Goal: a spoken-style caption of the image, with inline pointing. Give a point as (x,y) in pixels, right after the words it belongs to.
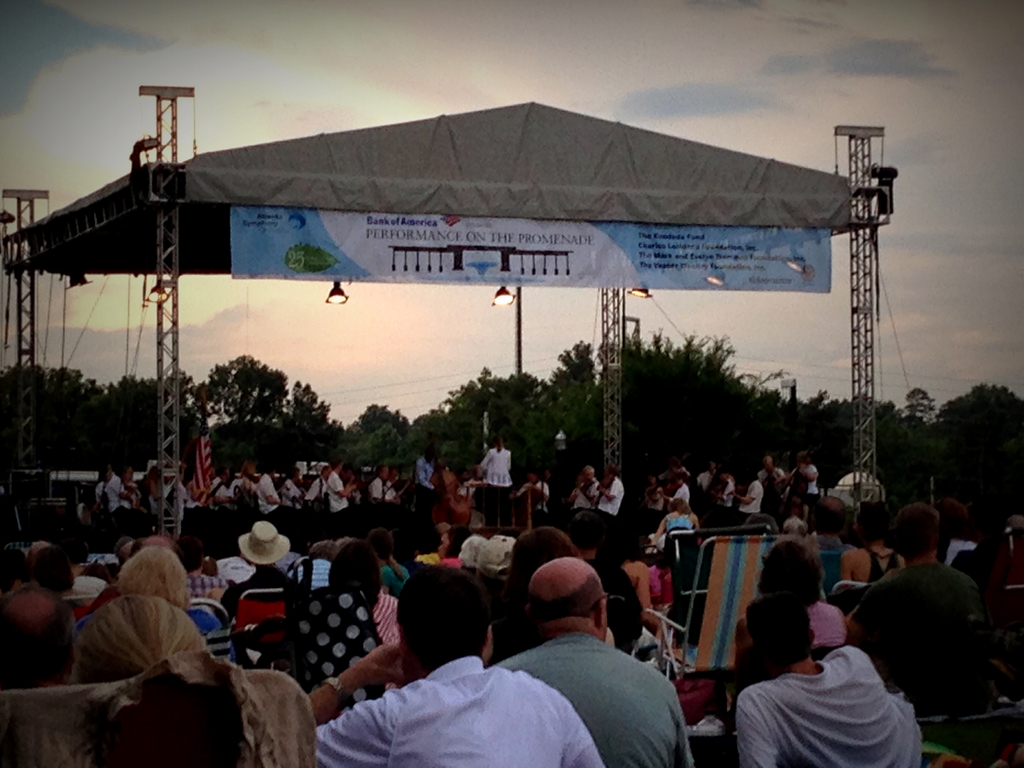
In this picture few people (474,576) seated on the chairs (315,579) and I can see few people (274,496) standing on the dais (572,512) and I can see a banner (501,272) with some text (701,235) on it and few lights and trees (513,435) and a cloudy Sky (1002,268).
